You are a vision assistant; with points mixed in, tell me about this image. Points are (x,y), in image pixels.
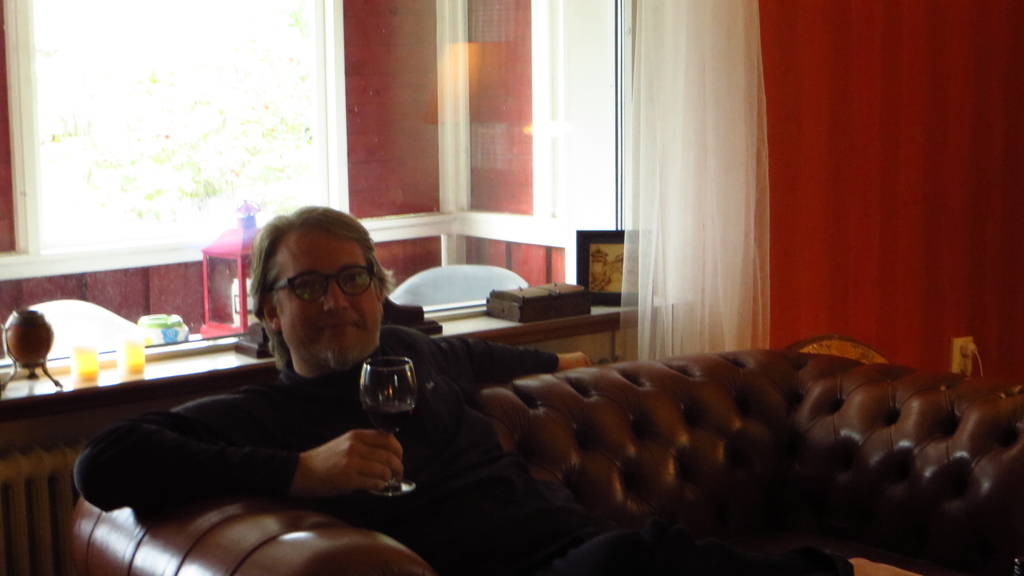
In the image in the center (389,346) we can see one person (436,397) sitting on the couch (601,497) he is holding one wine glass (398,401). Back of him we can see the table (173,352) along with chairs (107,325). On table (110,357) they were some glasses (92,357) and some more objects (588,257). And on the right side (686,260) on the top (693,161) we can see one curtain (671,182).
